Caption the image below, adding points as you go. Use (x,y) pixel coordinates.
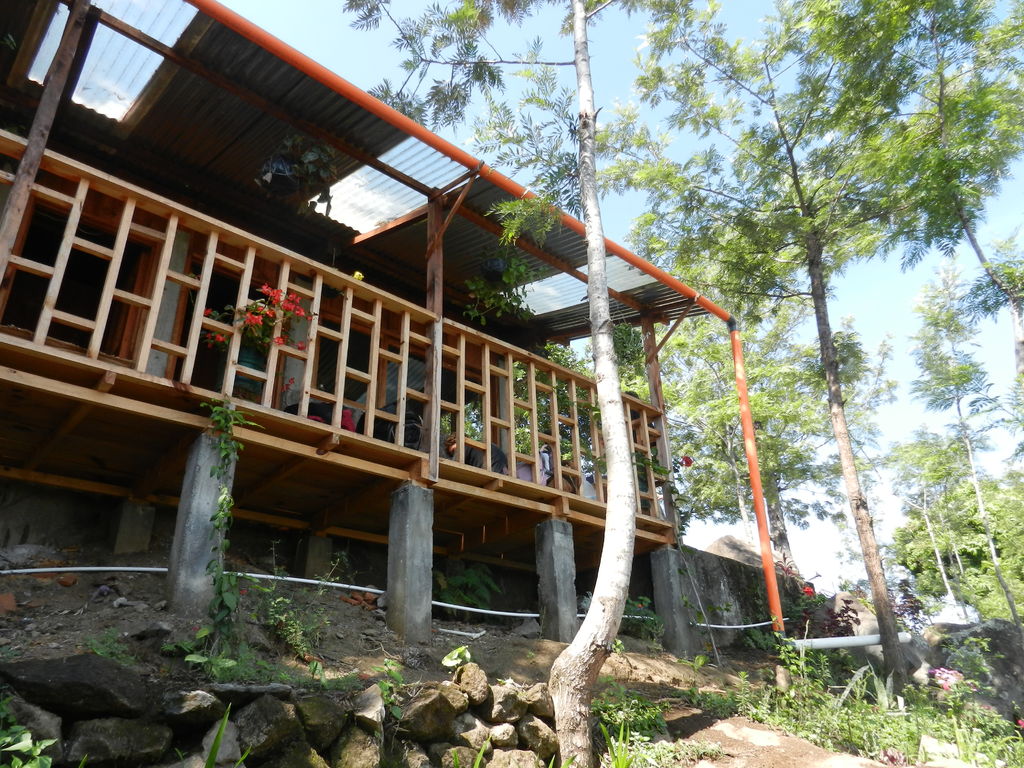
In this image we can see a house (413,498) with roof (455,243), doors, windows (412,355) and some pillars (411,564). We can also see a group of trees (1022,602), stones (467,677), a plant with flowers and the sky (637,196) which looks clear.
